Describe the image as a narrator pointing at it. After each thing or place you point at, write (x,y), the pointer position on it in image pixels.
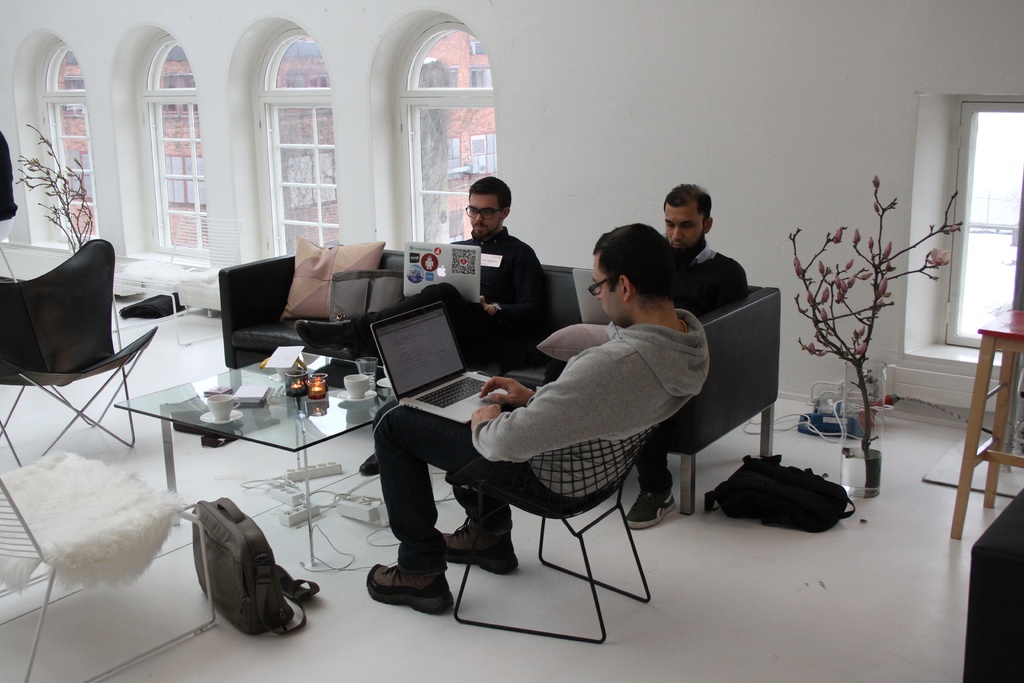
In this picture we can see three persons (577,485) sitting on the chair (767,358) and looking in to the laptop (426,353). There is a pillow (300,285). This is the table (303,439), on the table (348,369) there is a cup (355,384) and a glass (369,370). This is the bag (267,613) and there is a plant (857,453). This is the wall (701,118) and these are the windows (283,131). Here we can see some cables (358,492) and this is the floor (424,666).
